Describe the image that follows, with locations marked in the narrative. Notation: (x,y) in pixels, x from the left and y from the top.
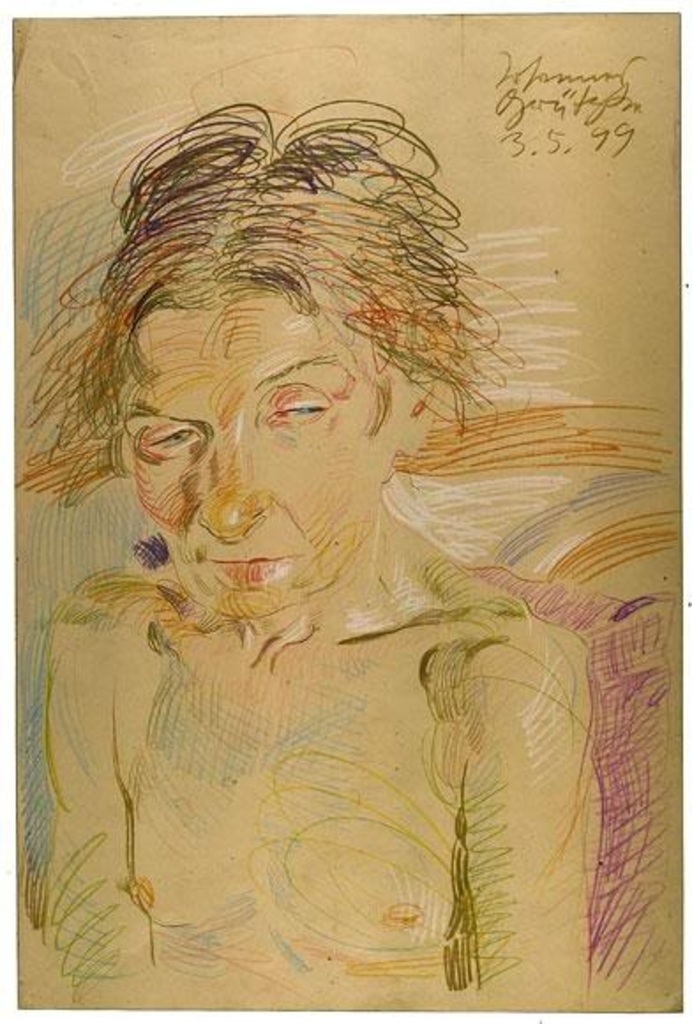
Here we can see a drawing (251,514) of a woman (453,781) is leaning on a pillow (619,673) on a platform (123,69). At the top corner (609,84) on the right (609,84) we can see texts (630,63) written on the platform (613,88).
